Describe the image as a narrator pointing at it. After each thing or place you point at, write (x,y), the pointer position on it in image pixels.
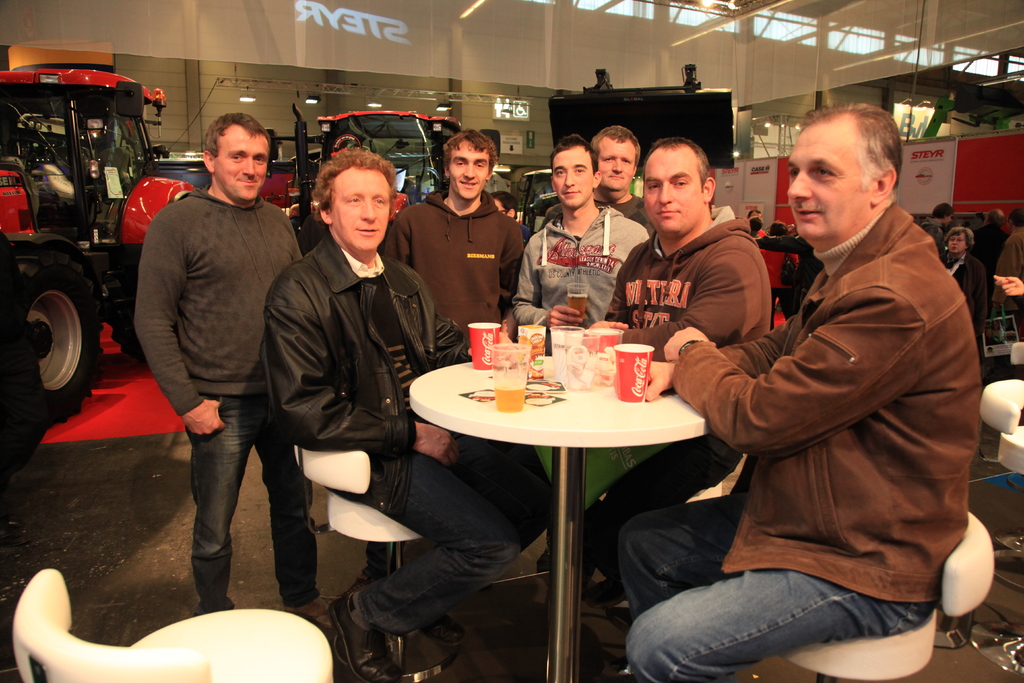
As we can see in the image there are few people (692,329) sitting on chairs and there are glasses (571,382) and some vehicles (17,97).
